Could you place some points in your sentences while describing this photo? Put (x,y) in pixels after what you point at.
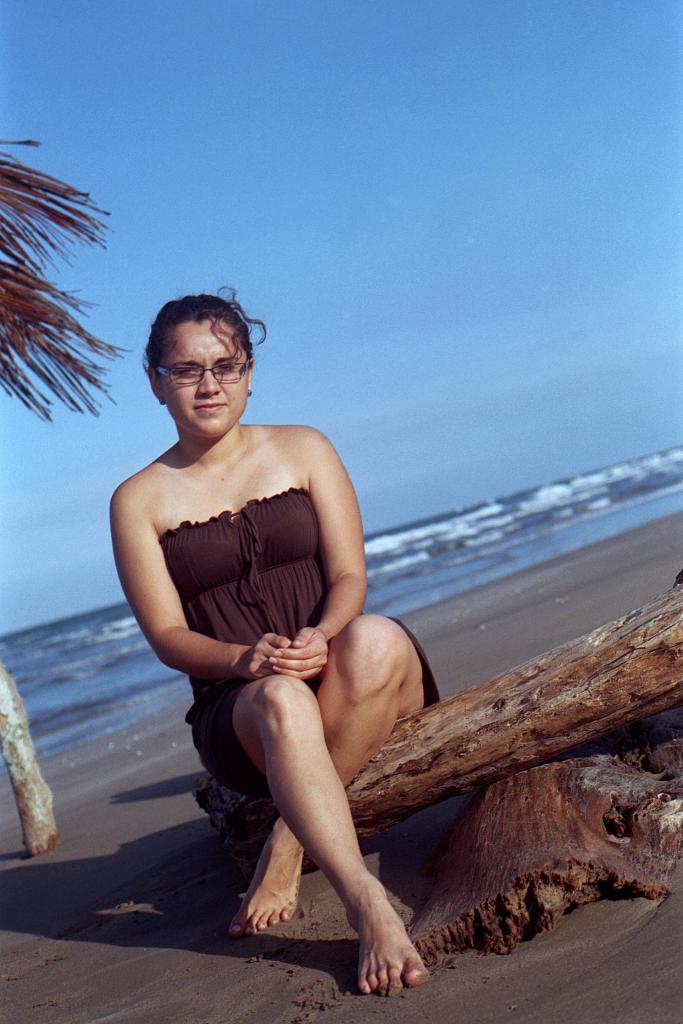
In this image I see a woman (304,471) who is sitting and I see that she is wearing brown color dress (288,600) and I see the sand (10,826). In the background (45,783) I see a tree (25,784), water (391,565) and the clear sky (276,227).
